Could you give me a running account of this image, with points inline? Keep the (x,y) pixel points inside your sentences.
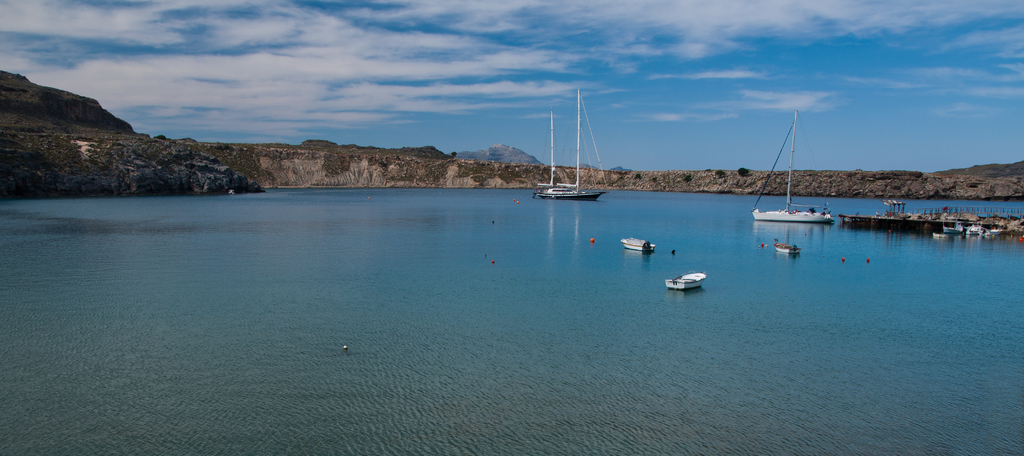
We can see ships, boats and objects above the water (699,239). We can see bridge (868,215). In the background (277,175) we can see grass (95,134), hill (274,143) and sky (444,98) with clouds (444,98).
